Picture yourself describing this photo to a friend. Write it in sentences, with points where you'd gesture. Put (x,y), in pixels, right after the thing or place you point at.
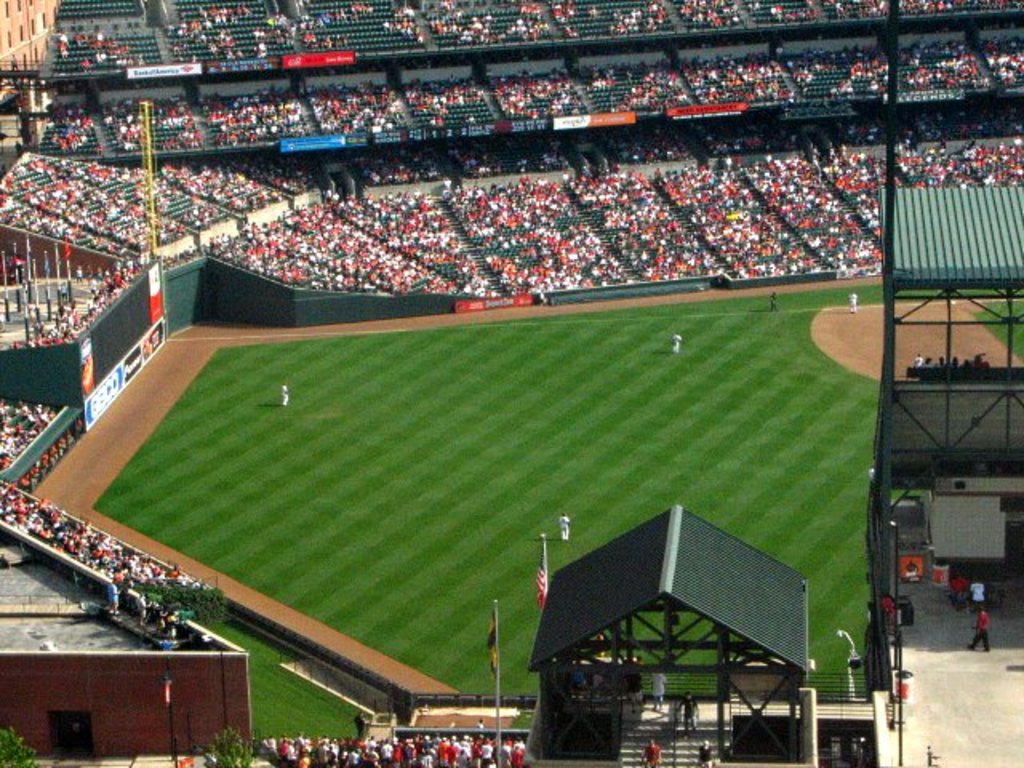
In this picture I can observe a playground (496,434) in the middle of the picture (539,480). In the background (611,206) I can observe a stadium (388,173) and audience (407,249) in the stadium (148,116).
